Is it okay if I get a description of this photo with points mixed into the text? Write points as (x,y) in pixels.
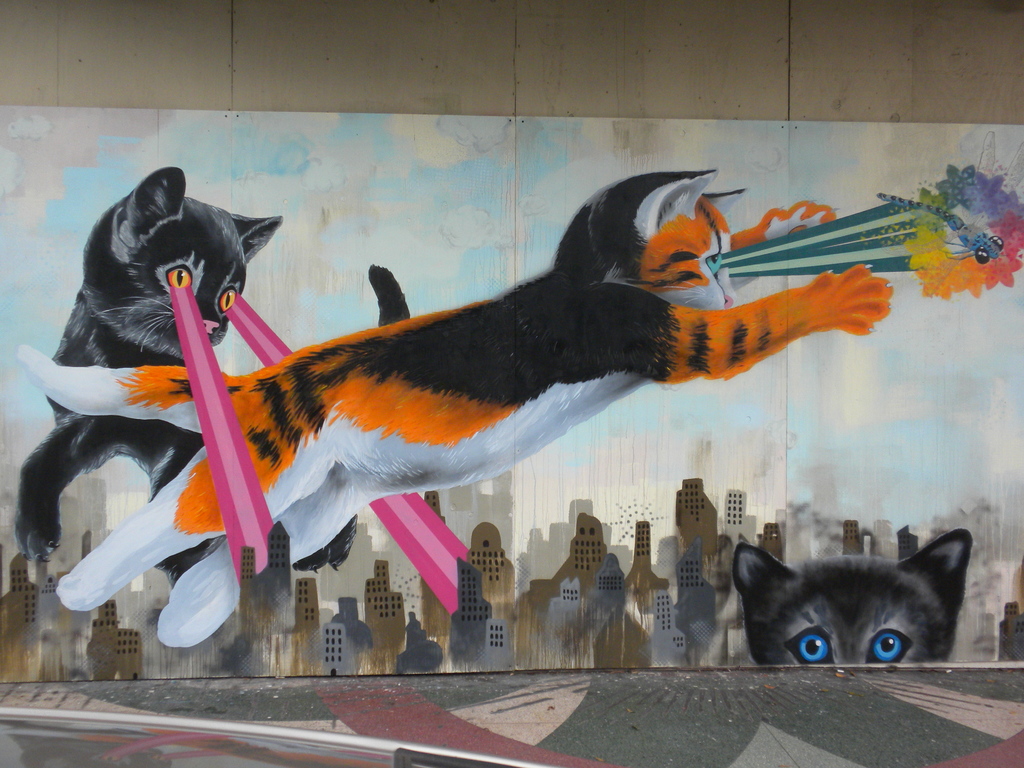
In this image there is a painting (339,304) on the board (339,304), attached to the wall (662,97).
